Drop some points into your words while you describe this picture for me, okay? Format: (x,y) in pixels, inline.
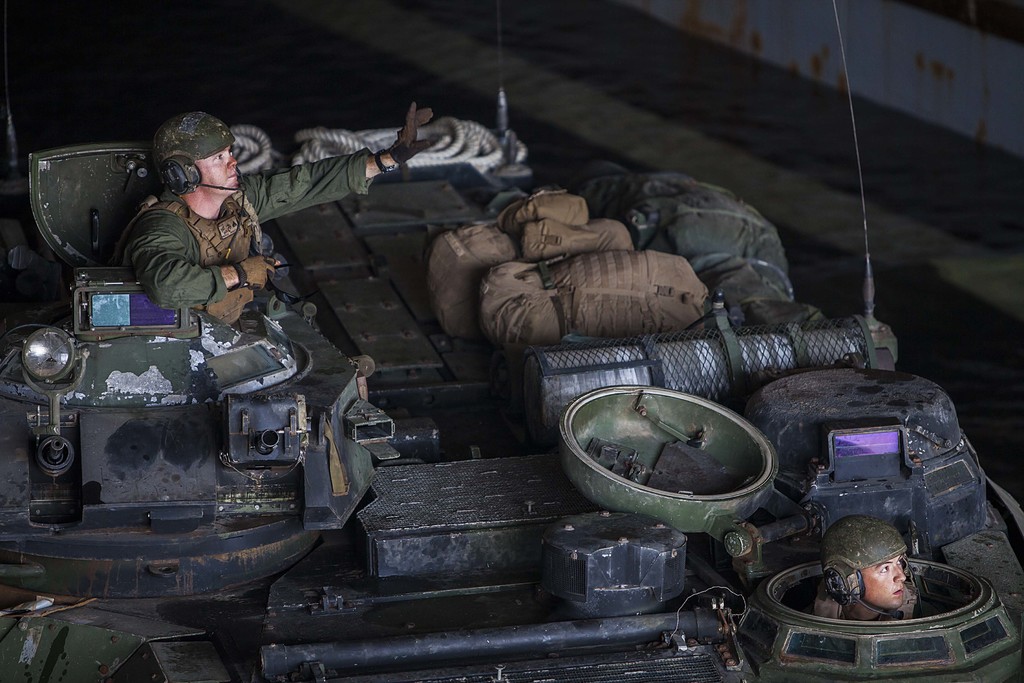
As we can see in the image there are two people (225,266) wearing army dresses (223,245) and helmets (214,148). There is a rope (445,128) and bags (545,311). The image is little dark.
